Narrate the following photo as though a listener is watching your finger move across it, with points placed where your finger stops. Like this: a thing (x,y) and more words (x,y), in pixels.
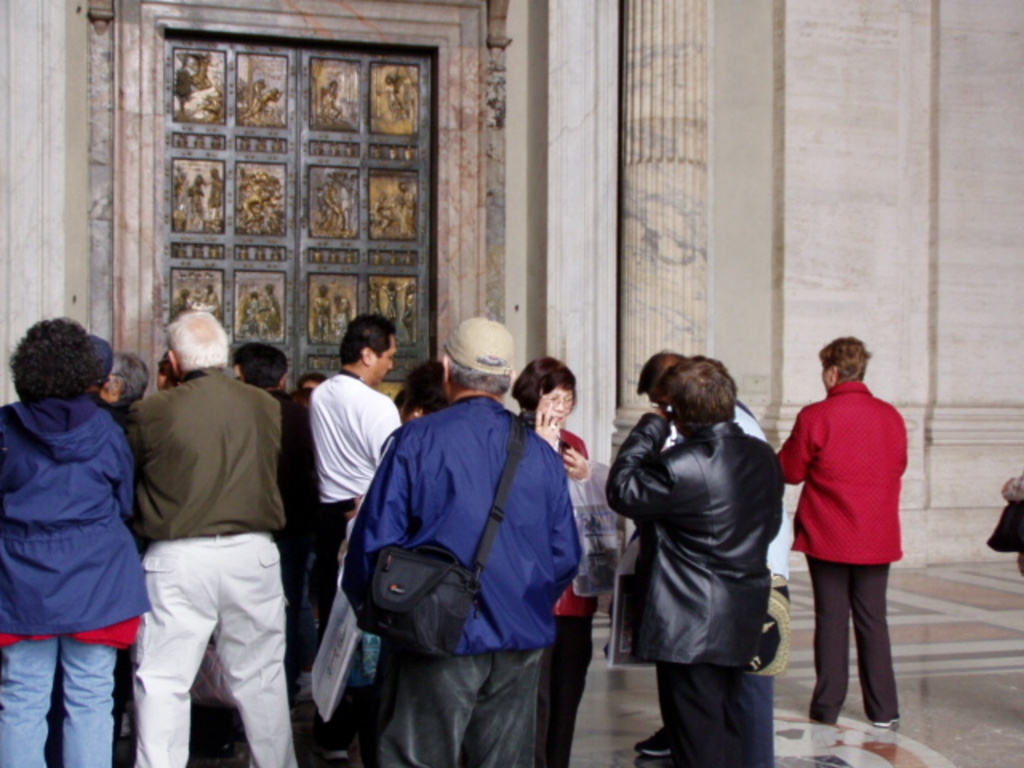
In this image I can see people (664,465) standing. There is a door (260,282) at the back (239,306).
